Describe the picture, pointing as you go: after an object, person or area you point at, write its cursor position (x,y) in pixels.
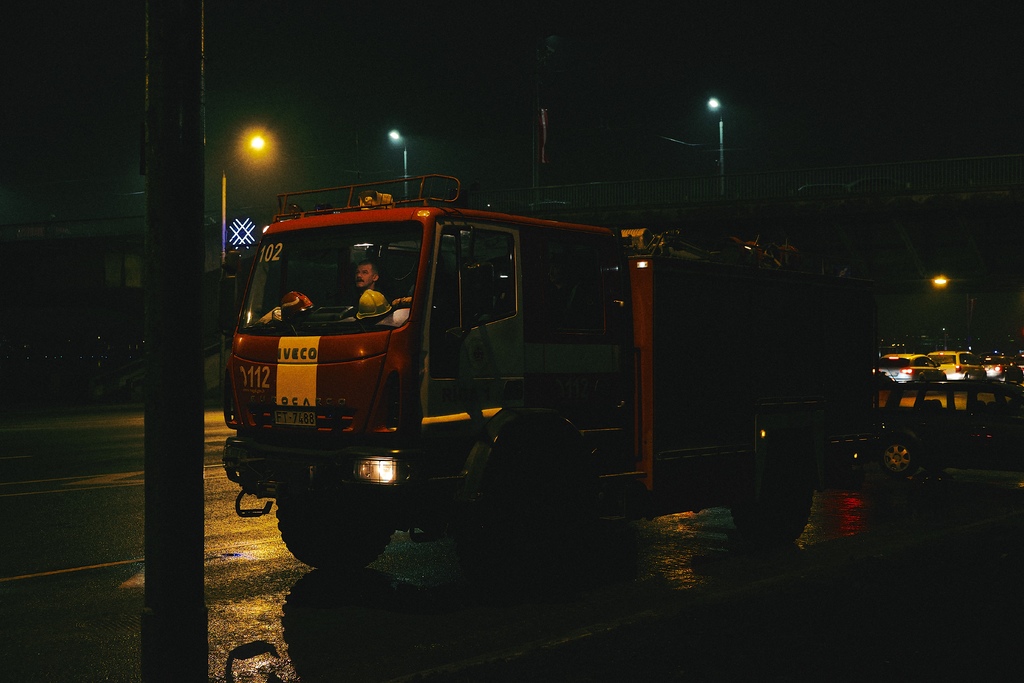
This picture is clicked outside. In the center (424,358) we can see a person (370,283) driving a truck (356,419) and we can see a pole (182,295). In the background (314,73) we can see the sky (325,115), lamp posts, bridge (905,194) and the vehicles (942,359) and some other items (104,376).
